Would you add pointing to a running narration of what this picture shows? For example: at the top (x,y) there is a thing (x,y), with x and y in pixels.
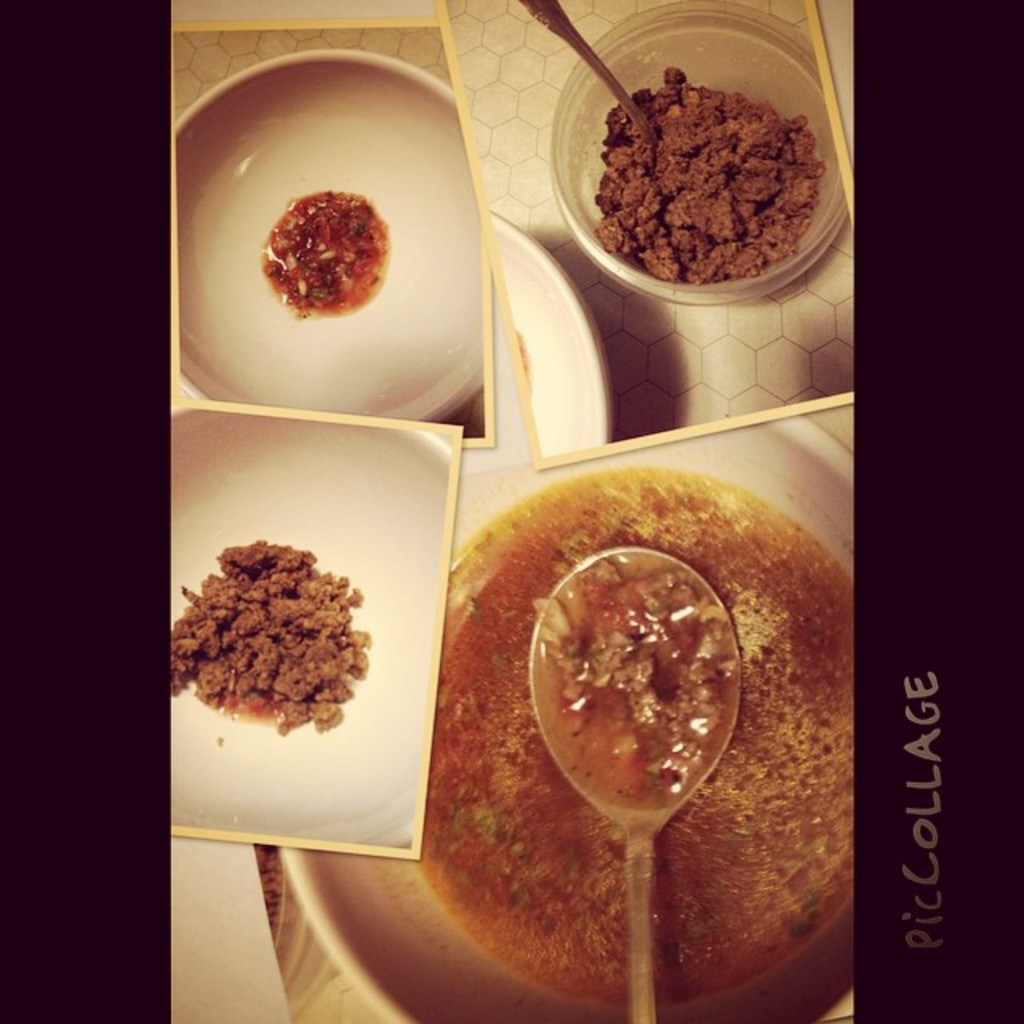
In this image, we can see a bowl (453,625), inside a bowl (814,612), we can see some liquid food (814,587) and a spoon (720,737). On the left side of the image (282,548), we can see a photo frame (377,685). In that image (395,603), we can see some food item (218,701). On the left top (310,330), we can see a photo frame (379,152) of a bowl (379,135). In that bowl (408,206), we can see some food item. On the right side (742,187), we can see another frame (588,358). In that image (744,354), we can see some food item (637,95).
